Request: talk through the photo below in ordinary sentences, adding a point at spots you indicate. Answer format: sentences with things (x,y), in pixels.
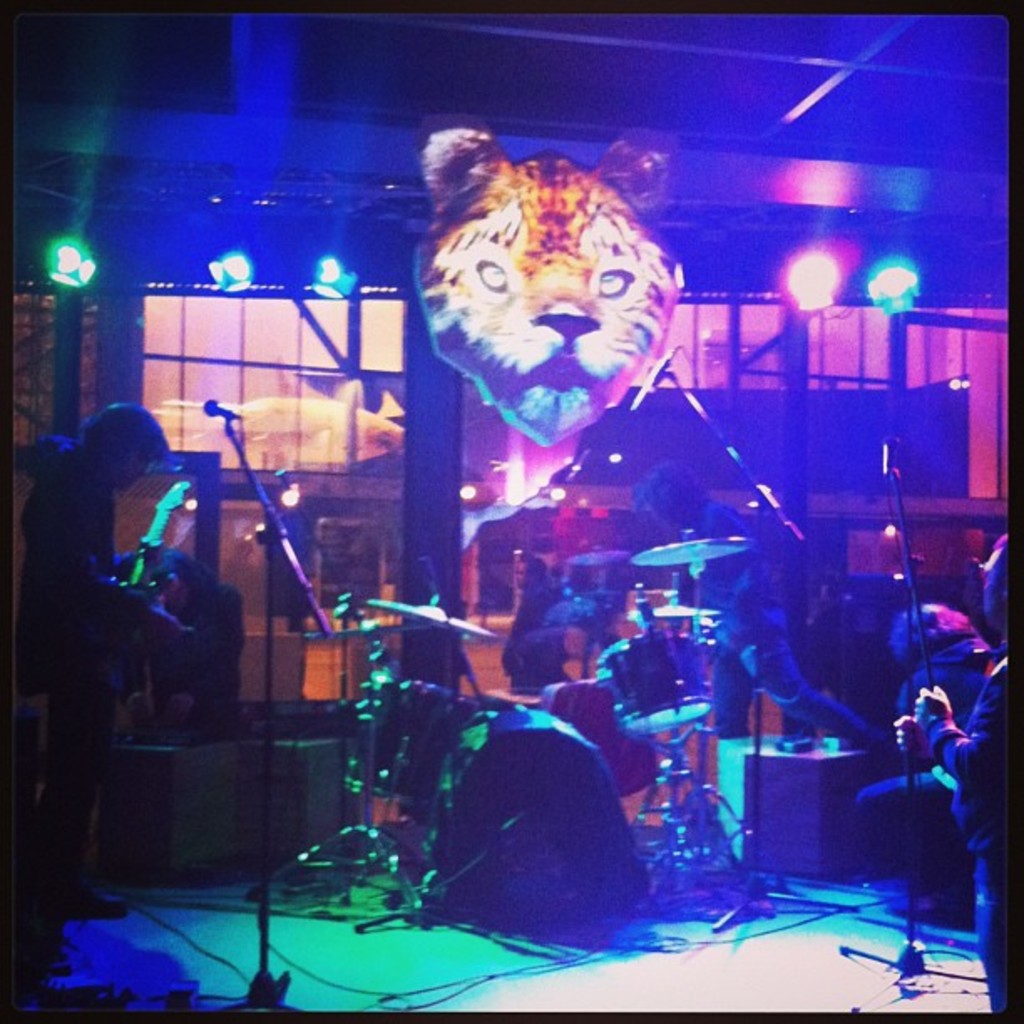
In the picture I can see a few persons (905,682) standing on the floor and they are playing the musical instruments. I can see the decorative tiger face (551,329) on the roof (577,154). There are decorative lights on the wall (935,235). In the background (323,361), I can see the glass windows (993,463).
